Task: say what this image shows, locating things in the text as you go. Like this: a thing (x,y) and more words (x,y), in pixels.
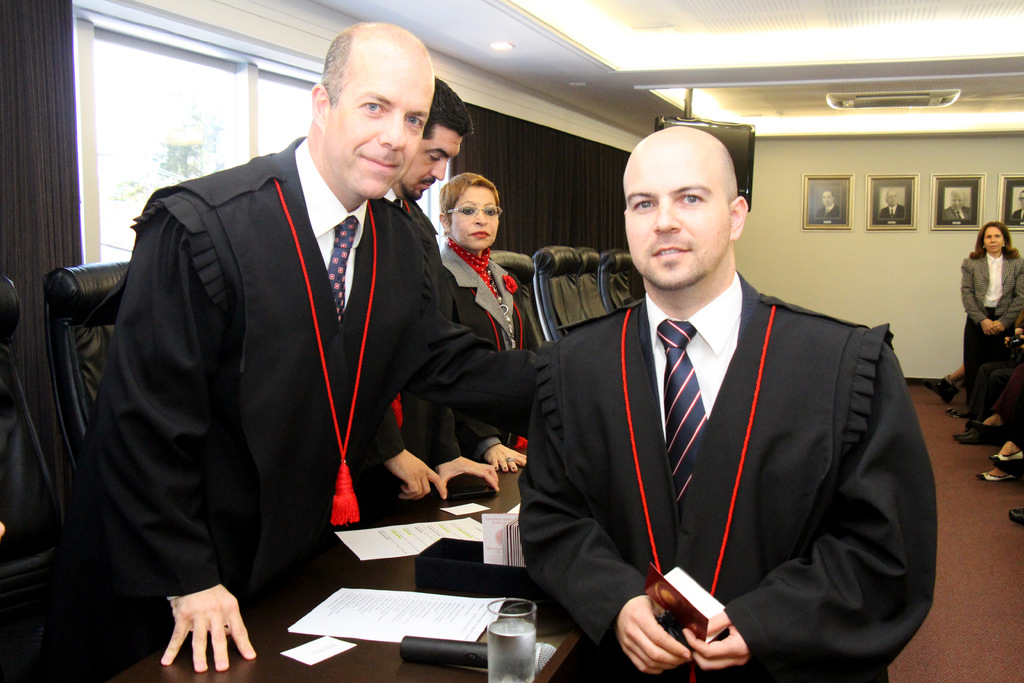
In this image I can see people (596,396) are standing among them some are wearing black color clothes (569,434). In the background (806,206) I can see photos (825,221) on the wall (878,234), lights (797,130) on the ceiling (797,111), curtains (556,155) and windows (291,141). Here I can see chairs (52,522) and a table (392,582). On the table (381,573) papers (450,606), a glass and other objects (487,554).
